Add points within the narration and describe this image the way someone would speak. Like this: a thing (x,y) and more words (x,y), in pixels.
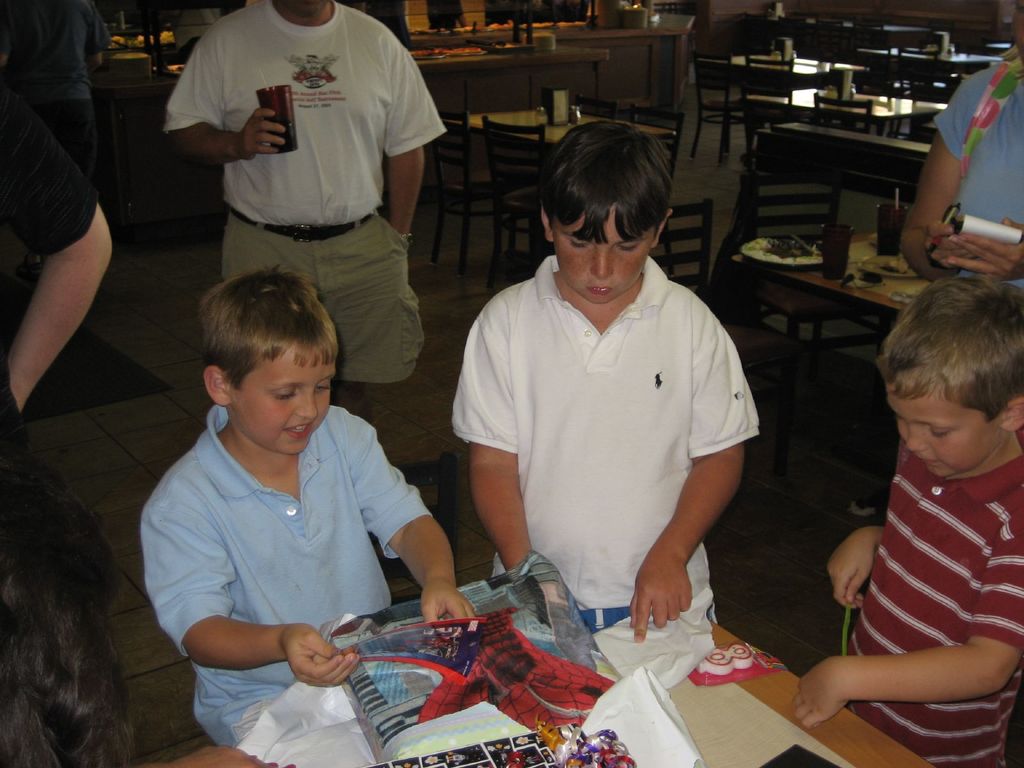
In this picture I can see group of people (937,741) standing, there are some objects (443,698) on the tables (776,99), and in the background (826,205) there are chairs (798,305).
